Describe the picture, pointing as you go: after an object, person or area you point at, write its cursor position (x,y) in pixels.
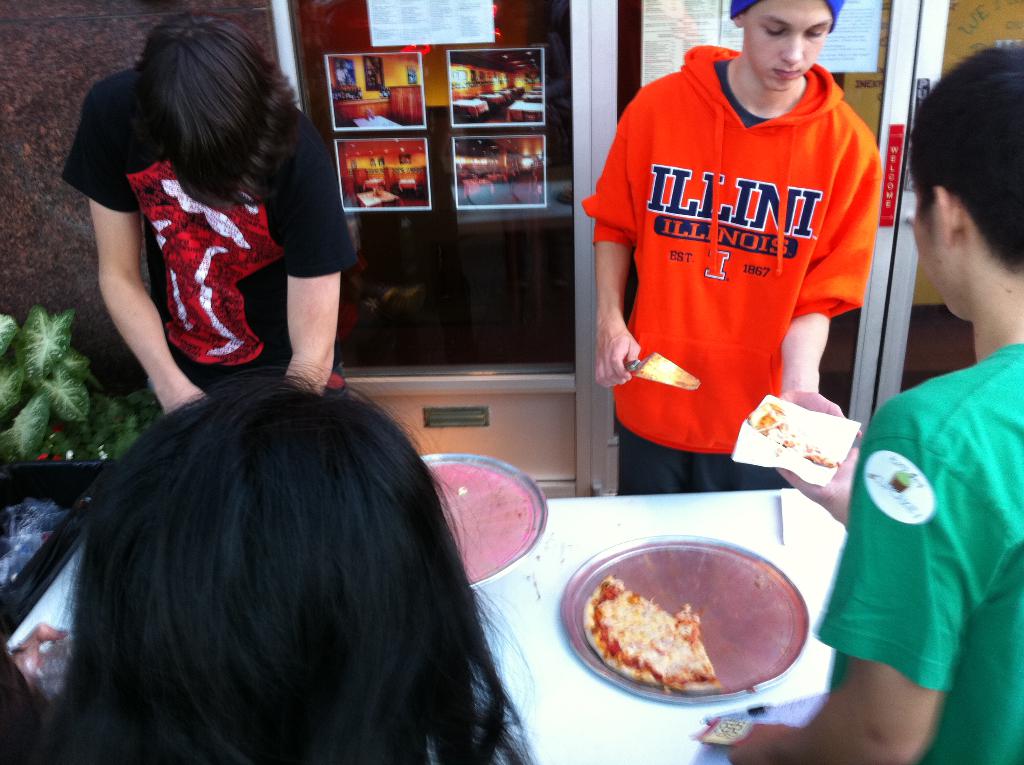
In this image two persons (231,165) are standing behind the table (637,737) having few plates (738,645) on it. On the plate (745,633) there is pizza (694,661). A person (708,270) wearing orange top (692,400) is holding kitchen tool (645,376) with one hand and holding food (796,434) with other hand (817,401). Right side (984,475) there is a person (940,587) wearing a green top (951,557) is holding food (813,449). Left side (266,697) there are few persons (179,655). There is a pot (32,483) having a plant (72,383) in it. Background (27,288) there are few posters (499,177) attached to the wall (25,192) having a door (923,50).
